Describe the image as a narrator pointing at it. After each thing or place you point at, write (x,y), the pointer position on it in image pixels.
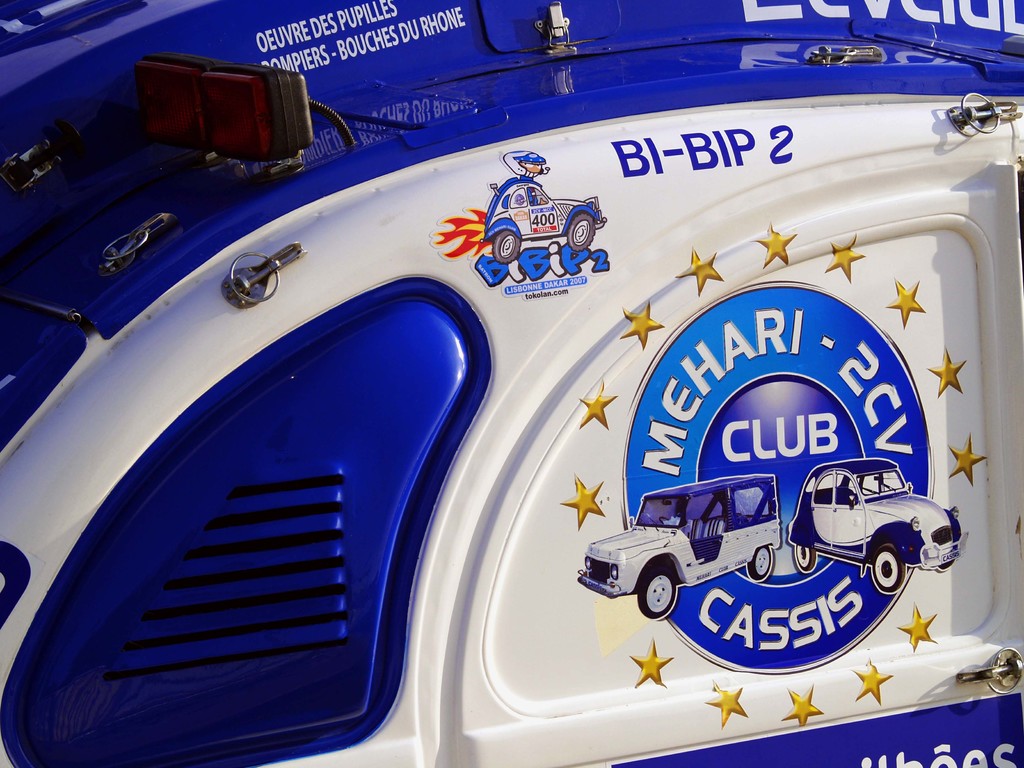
In this image, we can see a blue and white color object (409,301), there are some pictures (669,531) of the cars (912,516) on the object (865,598).
